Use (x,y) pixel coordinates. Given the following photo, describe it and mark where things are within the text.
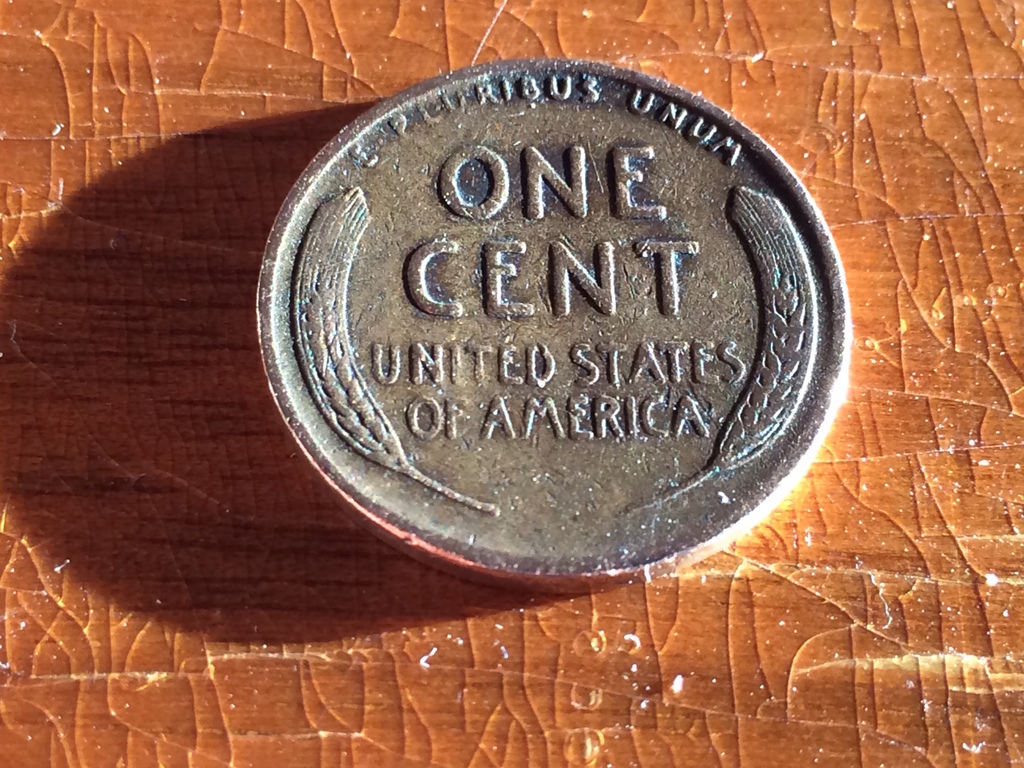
In this image I can see a coin (578,176) and something is written on it. It is on the brown color board (555,626).
